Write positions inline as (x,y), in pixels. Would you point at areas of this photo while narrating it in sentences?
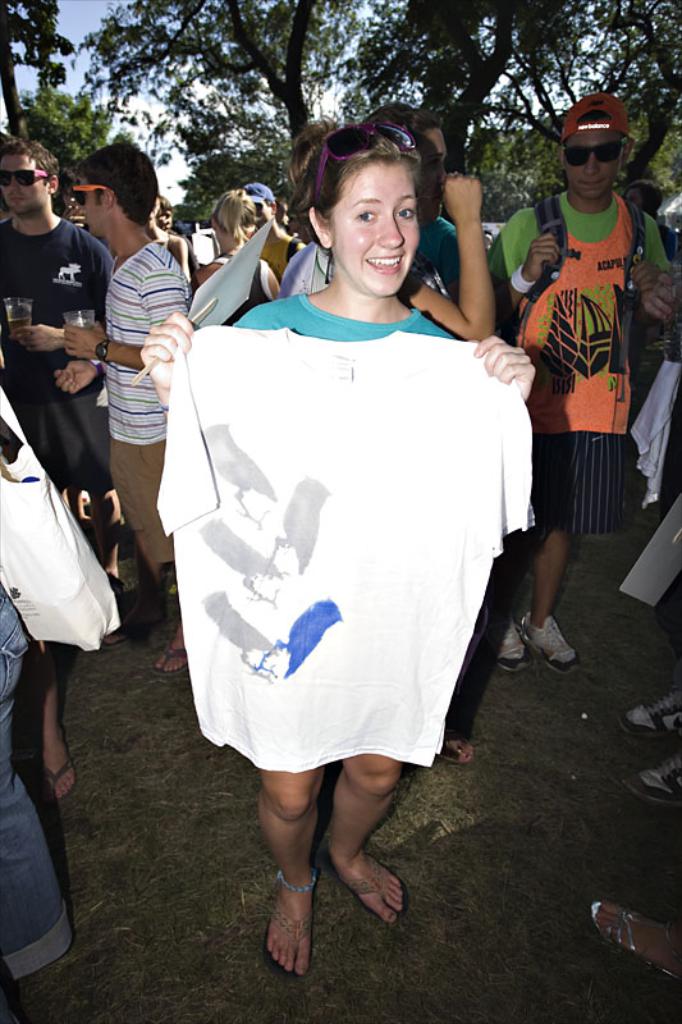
Here we can see people (12,296) and this woman (404,254) holding t shirt (362,442) and wore glasses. Background (634,28) we can see trees (251,95) and sky (114,2).
